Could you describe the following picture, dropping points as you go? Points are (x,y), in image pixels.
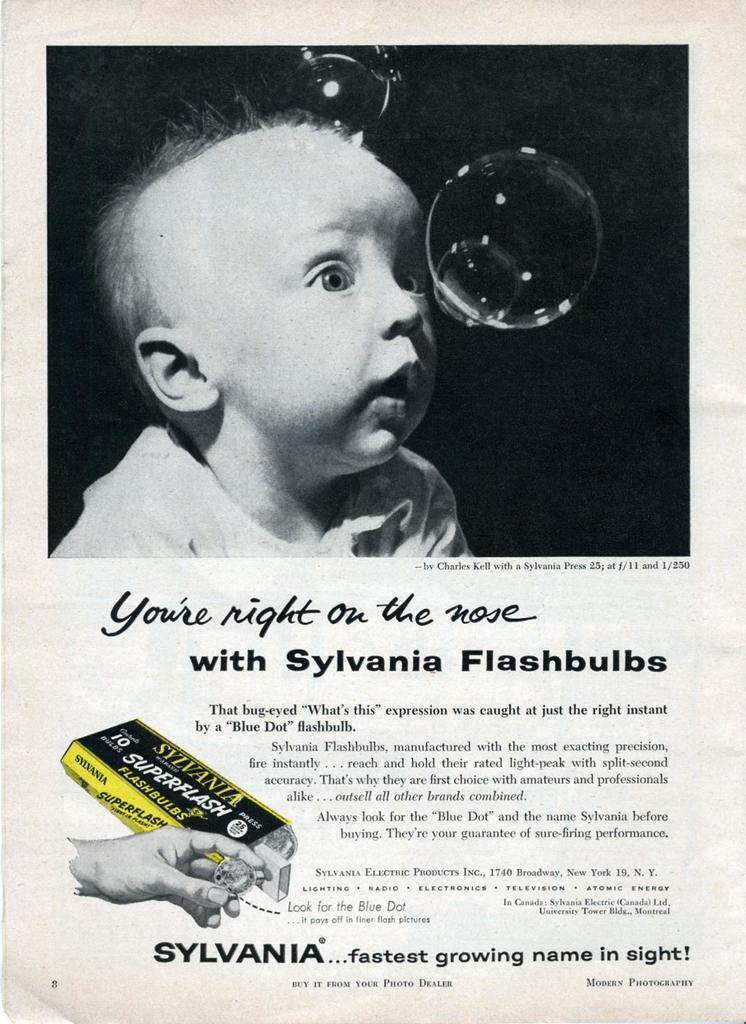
In this image we can see the poster (647,830) with text (245,952) and images (477,191). In this poster (178,659) we can see the black and white picture (619,541) of a baby (287,386). One person's hand (231,854) holding one object (228,879).
